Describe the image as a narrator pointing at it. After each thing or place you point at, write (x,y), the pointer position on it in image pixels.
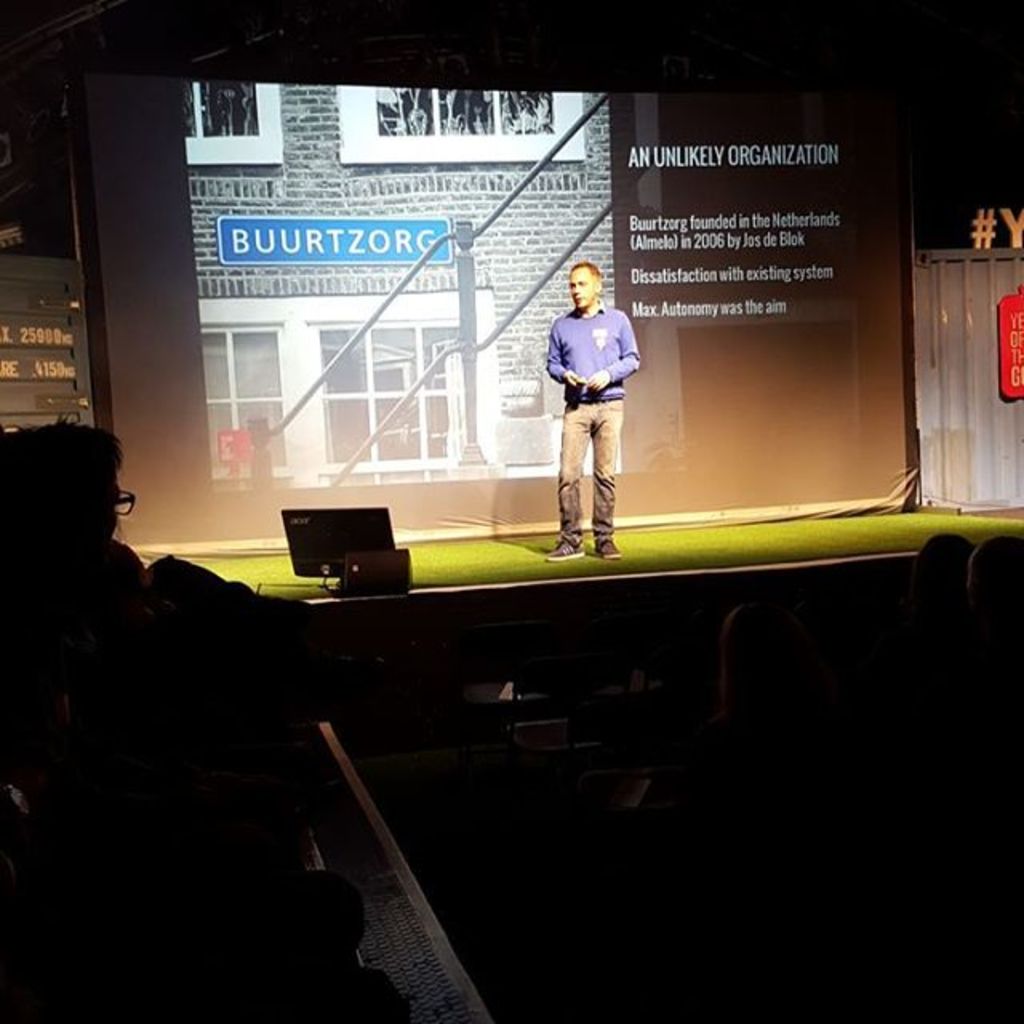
There is a person (574,412) standing on the dais (442,645) and giving a seminar, behind him there is a projector screen (523,242) and something is being displayed on the screen (266,296). In front of the dais (714,589) there are few people (197,853).
